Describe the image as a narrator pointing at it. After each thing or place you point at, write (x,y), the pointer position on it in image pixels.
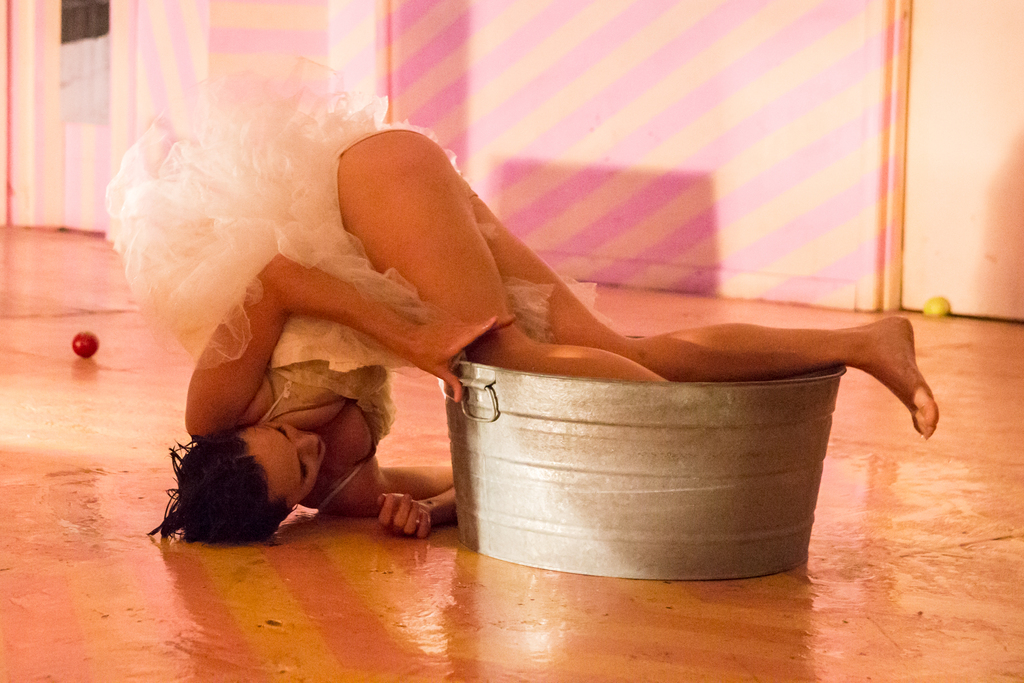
In this image we can see a woman (396,235) lying down on the floor (130,385) keeping her legs (386,225) in a container (504,514). We can also see a ball (92,341) on the floor (108,354). On the backside (610,218) we can see a wall (549,227).
